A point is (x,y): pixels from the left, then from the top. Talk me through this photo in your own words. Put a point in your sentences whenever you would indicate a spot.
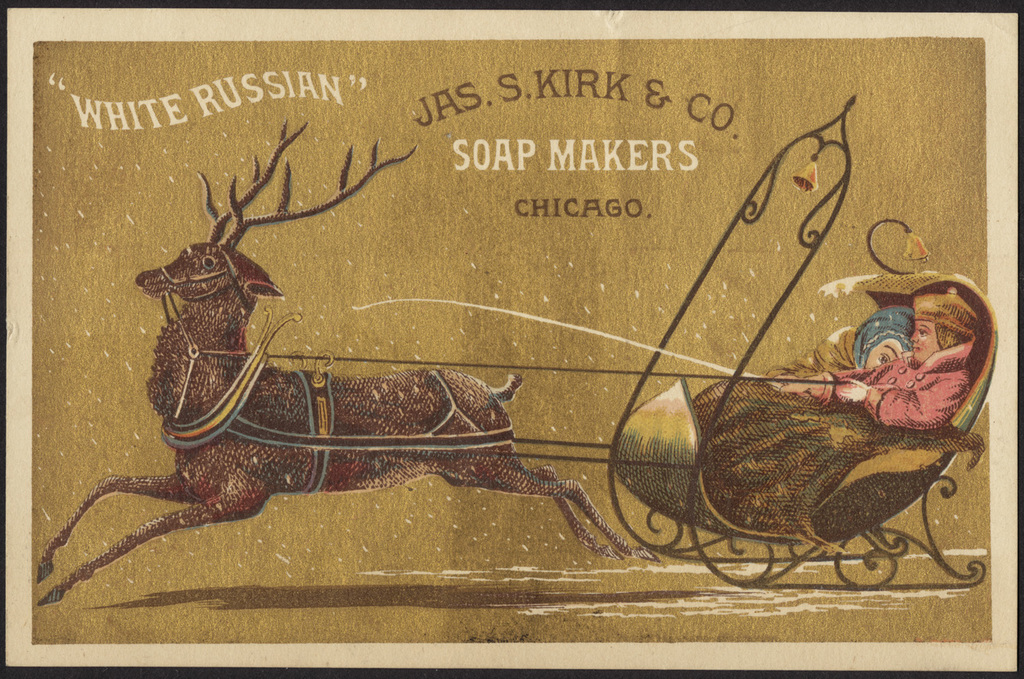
In this picture there is a poster (425,160) in the center of the image (545,270) on which, there is a deer cart (430,418) in the center of the image (676,425) and there is a small boy (872,393) and a girl (871,324) on the right side of the image (925,329).
